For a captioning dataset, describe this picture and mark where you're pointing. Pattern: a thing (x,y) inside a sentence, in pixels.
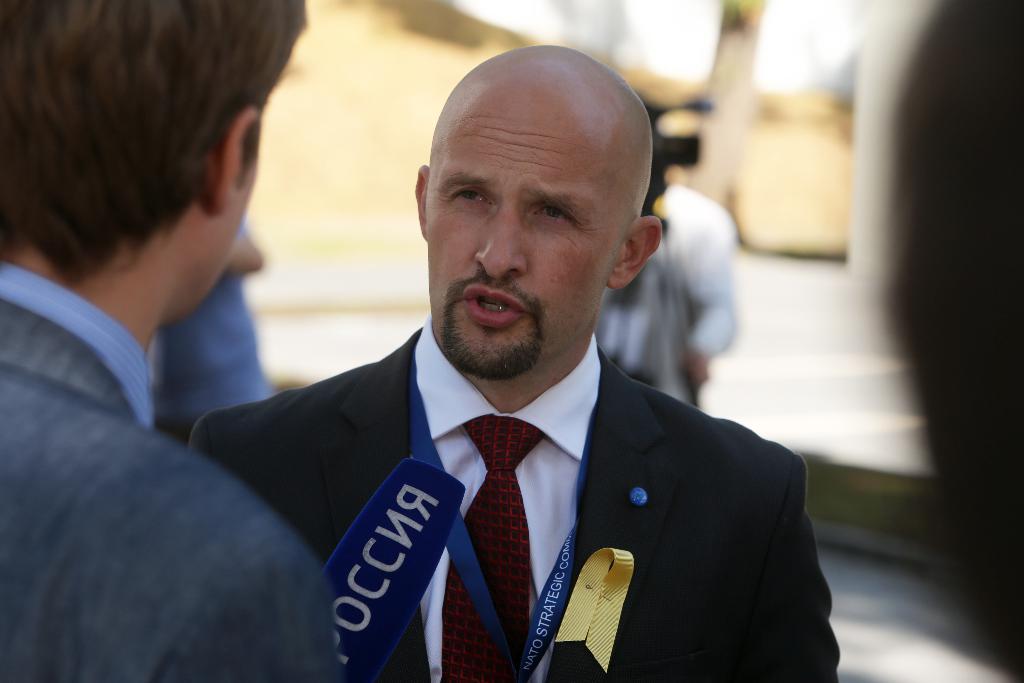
In this picture we can see a group of people (249,510) standing and a man (325,504) in the black blazer (639,414) is explaining something. In front of the man (498,405) there is an object (377,534). Behind the man (343,426) there is a camera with the tripod stand (644,295). Behind the people (237,273) there is the blurred background (827,350).
